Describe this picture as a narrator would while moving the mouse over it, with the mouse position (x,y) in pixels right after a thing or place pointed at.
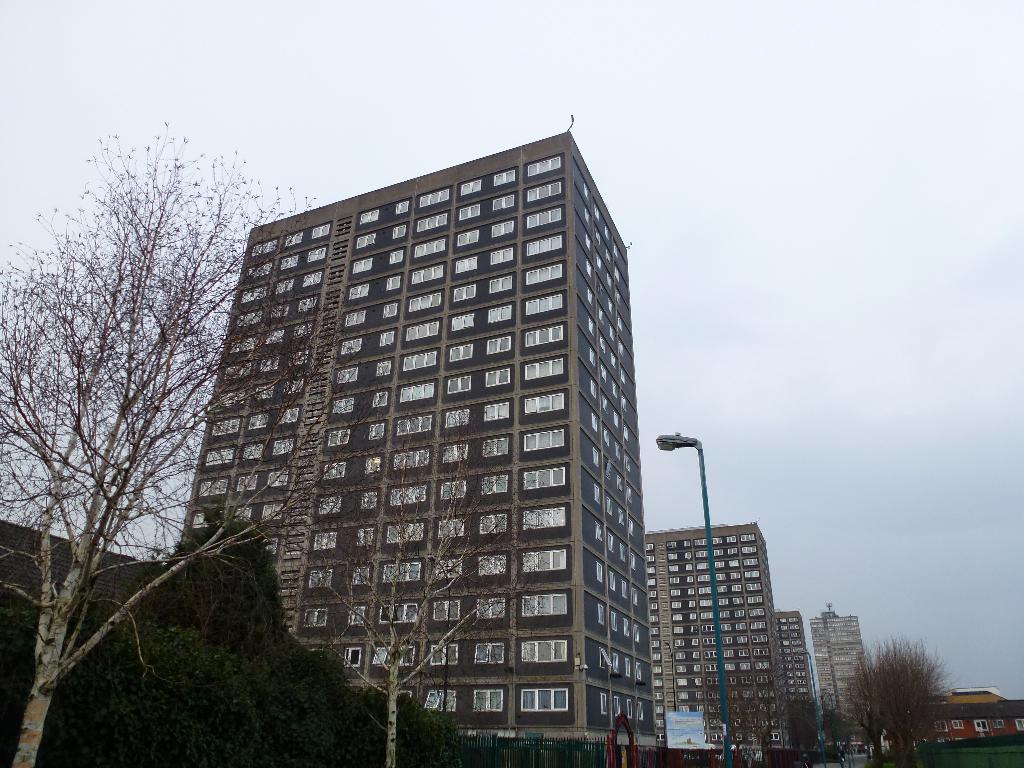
In this image we can see buildings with windows (504,233), trees (123,512), light pole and we can also see the sky (315,101).
